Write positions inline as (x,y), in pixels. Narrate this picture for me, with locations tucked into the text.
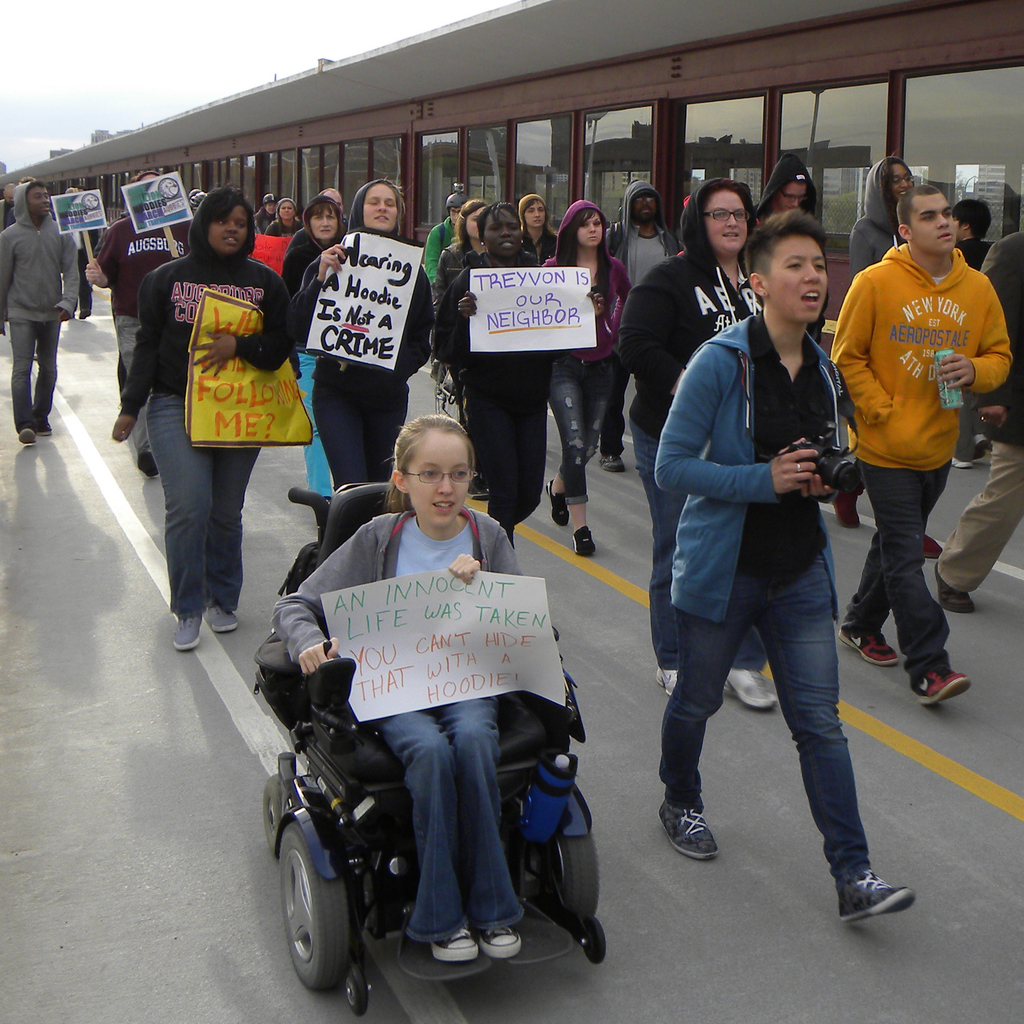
In this image we can see people (582,485) walking on the road (763,976) and some of them are holding boards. At the bottom (453,899) there is a girl (419,854) sitting in the wheelchair (334,905) and holding a board (363,684). In the background (577,132) there is a building (557,126) and sky (144,86).
